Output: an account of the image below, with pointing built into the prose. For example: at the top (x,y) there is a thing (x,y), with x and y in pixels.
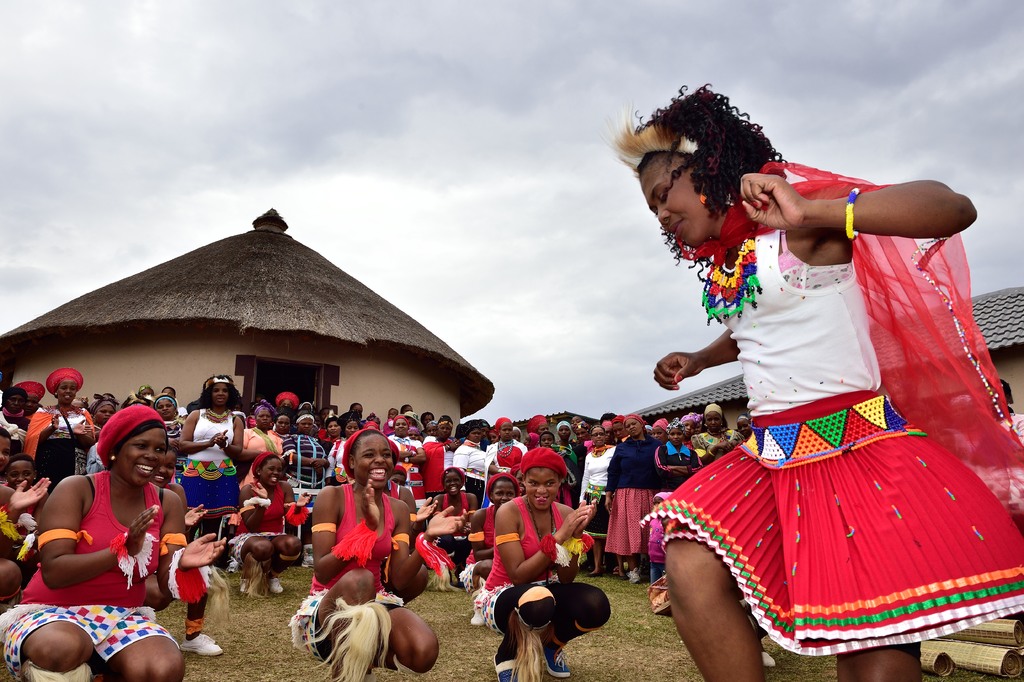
To the right side of the image (712,511) there is a lady (902,484) wearing white color dress (777,274) and dancing. In the center of the image (510,449) there are people (331,437) standing. In the background of the image (412,394) there is a hut (411,388), sky (550,326). At the bottom of the image (629,663) there is grass (593,657).
